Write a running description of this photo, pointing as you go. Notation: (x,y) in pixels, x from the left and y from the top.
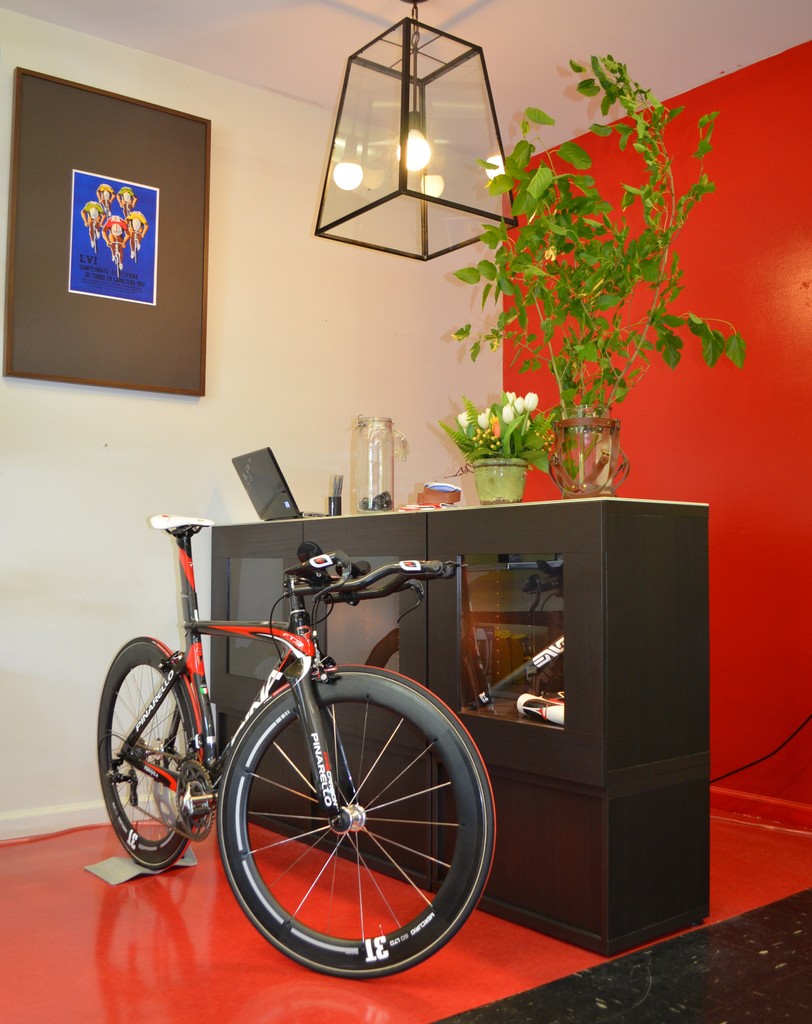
In the image we can see there is a bicycle (284,915) parked on the ground (147,970), there are flowers (529,400) and plants (563,370) kept in the vase (562,470). There is a laptop (266,482) and there is jar (368,498) kept on the table (368,539). There is a photo frame (184,325) kept on the wall (216,222) and there is light (388,172) on the top (460,126).
